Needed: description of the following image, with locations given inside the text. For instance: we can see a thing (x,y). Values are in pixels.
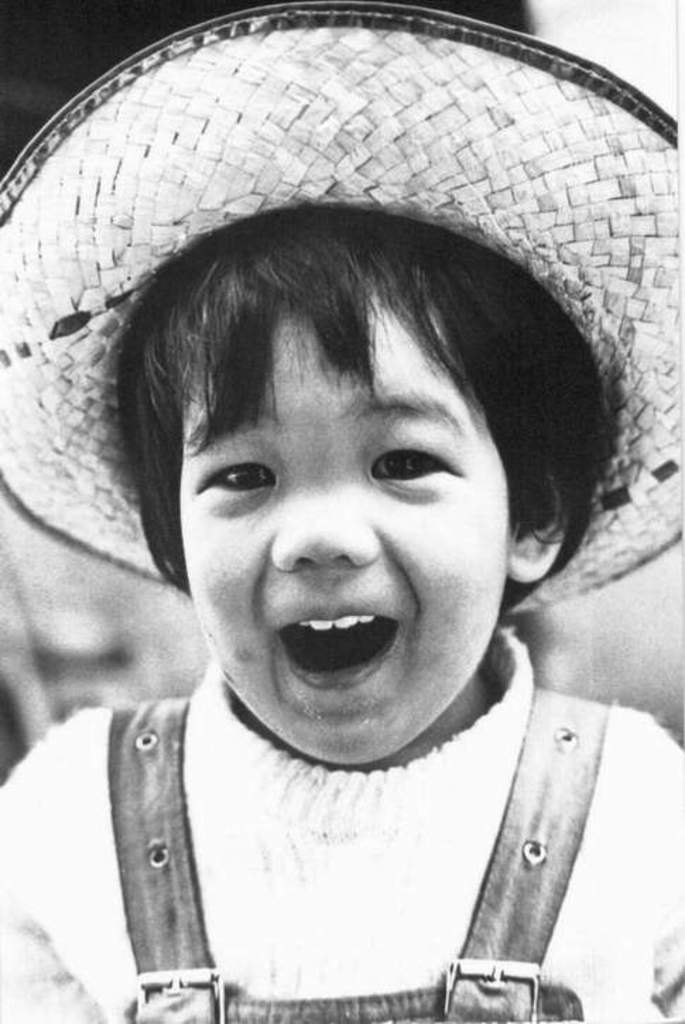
This image is a black and white image. In the middle of the image (376,570) there is a kid (301,799) and he has worn a hat (159,257).
